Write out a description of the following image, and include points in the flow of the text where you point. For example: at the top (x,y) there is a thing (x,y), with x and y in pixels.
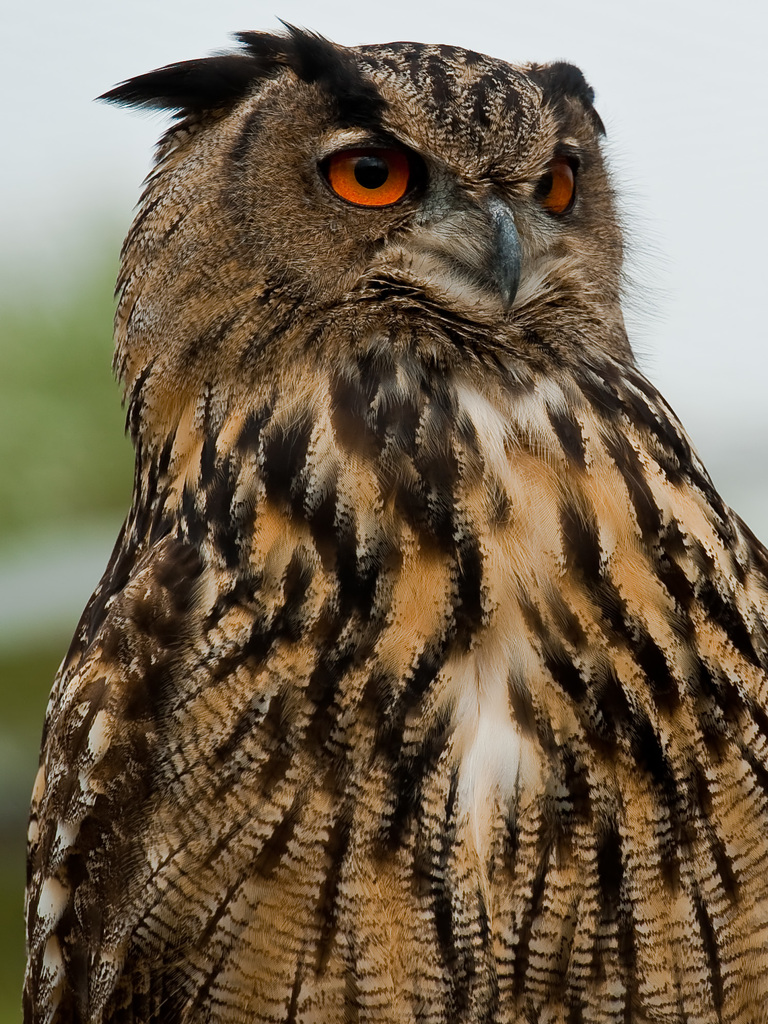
In this image there is an owl (255,325) in the middle (420,517), which is in brown color.
